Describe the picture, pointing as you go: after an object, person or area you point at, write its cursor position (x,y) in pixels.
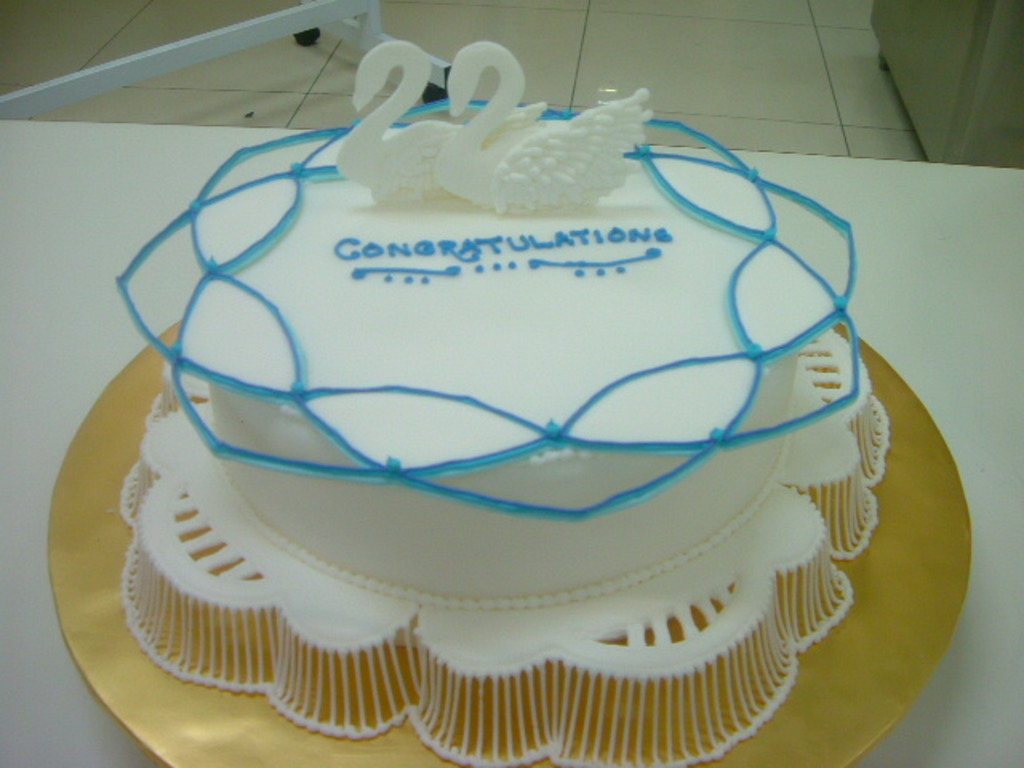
In this picture we can see a cake (281,196) on a table (1007,248) and in the background (156,67) we can see a stand (347,5) on the floor (638,34).
